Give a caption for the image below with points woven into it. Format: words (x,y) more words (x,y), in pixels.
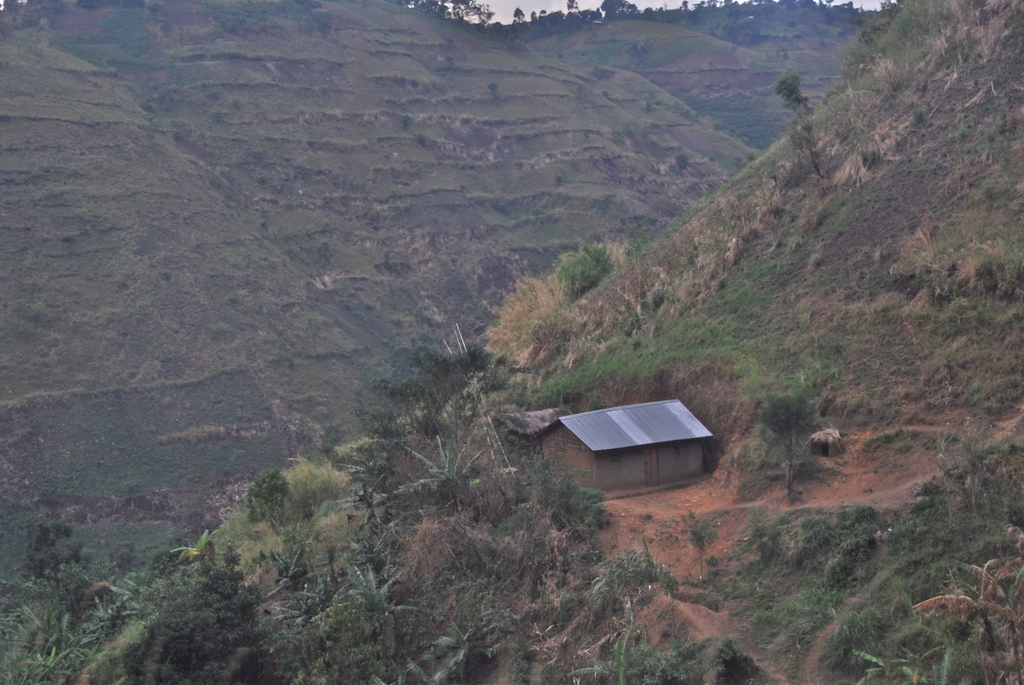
There are hills (312,363) with trees (701,546) and plants (475,411). On the hill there is a house (624,444).
